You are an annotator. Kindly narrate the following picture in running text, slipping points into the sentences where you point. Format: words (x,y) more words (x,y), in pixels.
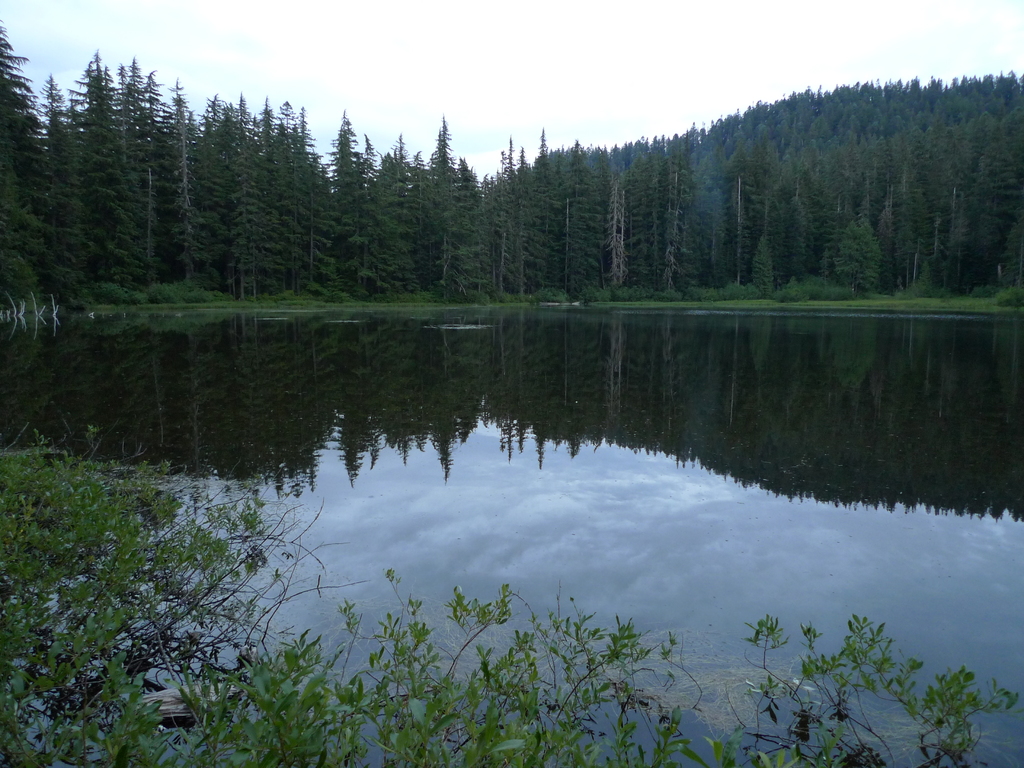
This is water (569,487). Here we can see plants (26,542) and trees (274,174). In the background (298,43) there is sky (769,34).
